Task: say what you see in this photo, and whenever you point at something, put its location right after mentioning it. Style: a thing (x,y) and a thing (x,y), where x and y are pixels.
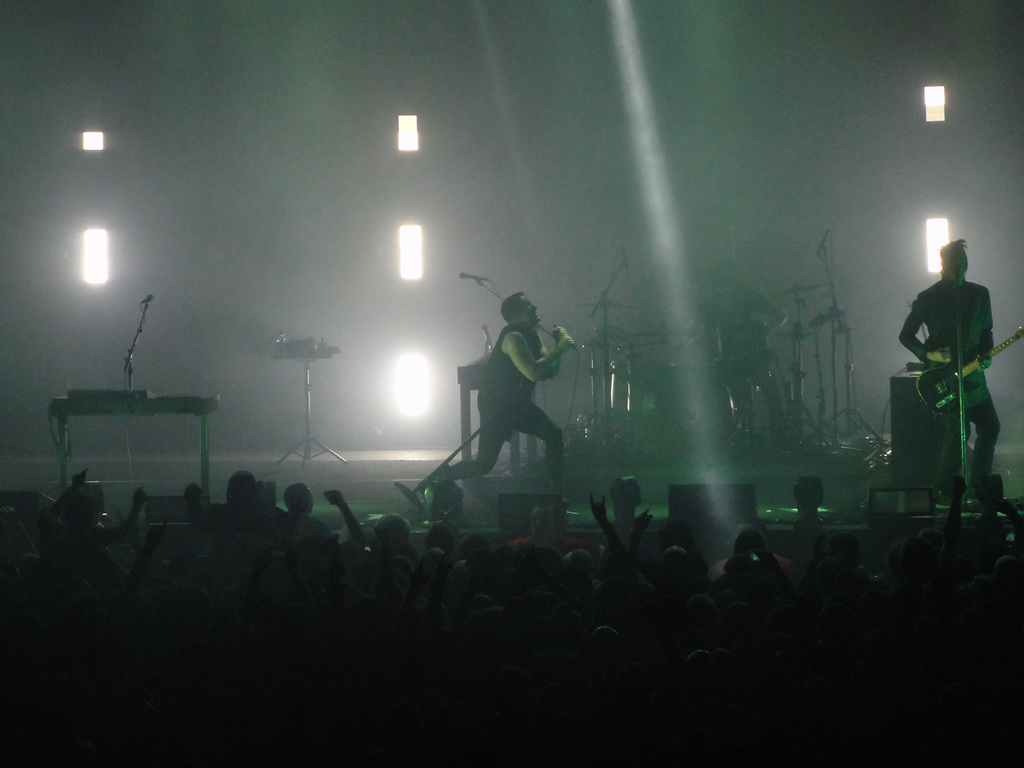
In the foreground (976,539) I can see a group of people (961,481). In the background (970,306), I can see three persons (934,320) standing on the stage (626,447). I can see a man (569,333) in the middle of the stage (501,489) and he is singing on a microphone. I can see another man (987,472) on the right side (963,290) on the stage (970,453) and he is playing the guitar (993,351). There is another man (759,371) on the stage (762,449) and he is playing the snare drum musical instrument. In the background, I can see the lighting arrangement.
